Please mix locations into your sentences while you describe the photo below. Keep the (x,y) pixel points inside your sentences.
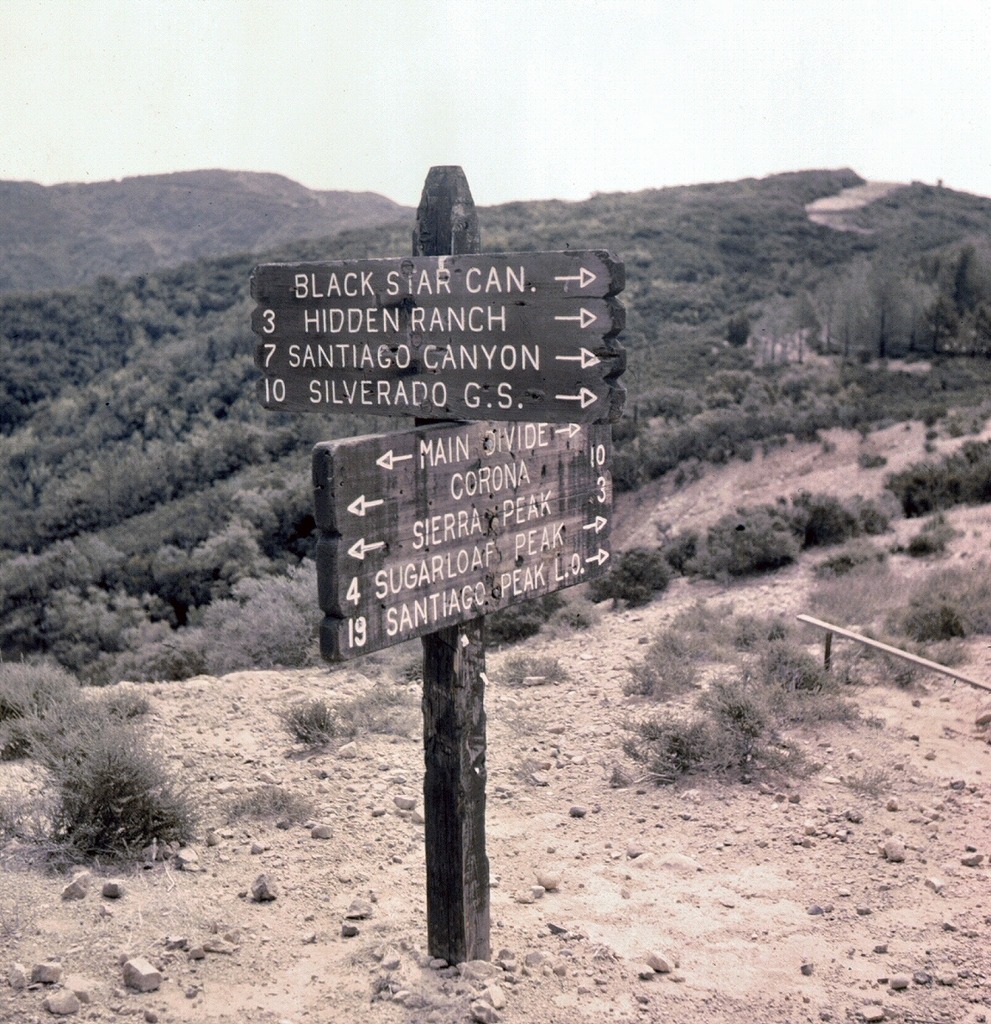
In the center of the image (434,361) we can see a board (359,496). In the background (652,260) there are hills (652,260) and sky (565,122). We can see trees (243,477).
